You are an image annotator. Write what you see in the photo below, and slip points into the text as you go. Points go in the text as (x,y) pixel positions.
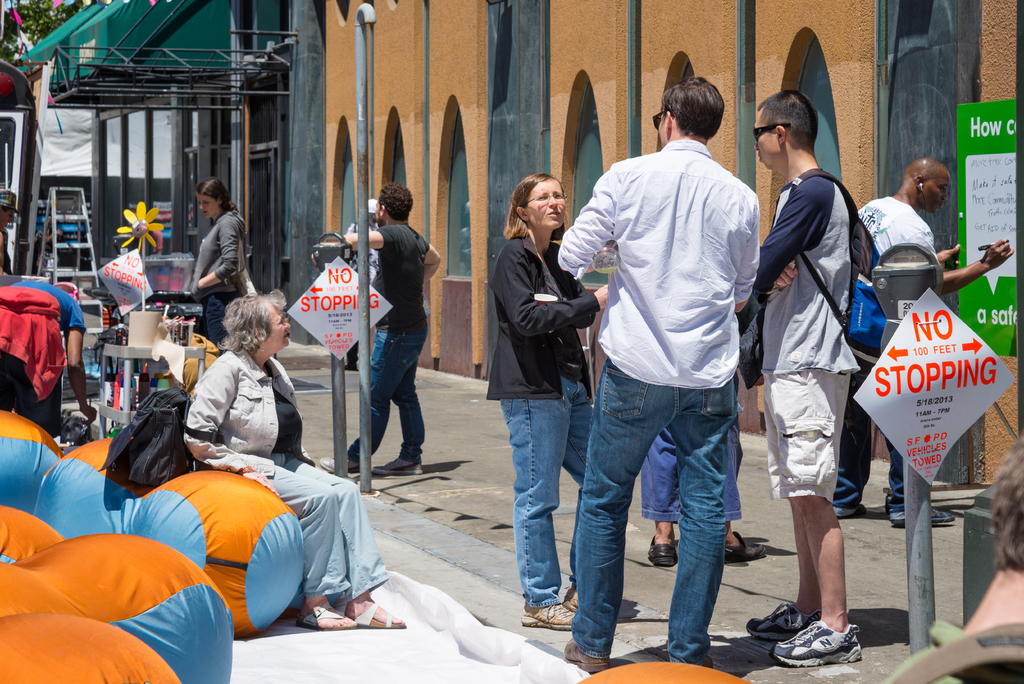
In the image there are few people (52,310) and on the left side (81,582) there are some inflatables (154,536), there is a woman (272,473) sitting on one of the inflatable (285,531), around the people (219,230) there are poles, some sheets (935,337) with text (924,331) and on the right side (937,174) there is a man (924,219) he is writing something on a board (963,253), behind the board (972,305) there is a wall (448,28) and in the background (101,133) there are pillars (99,177) and above the pillars (175,113) there is a roof (119,35).
